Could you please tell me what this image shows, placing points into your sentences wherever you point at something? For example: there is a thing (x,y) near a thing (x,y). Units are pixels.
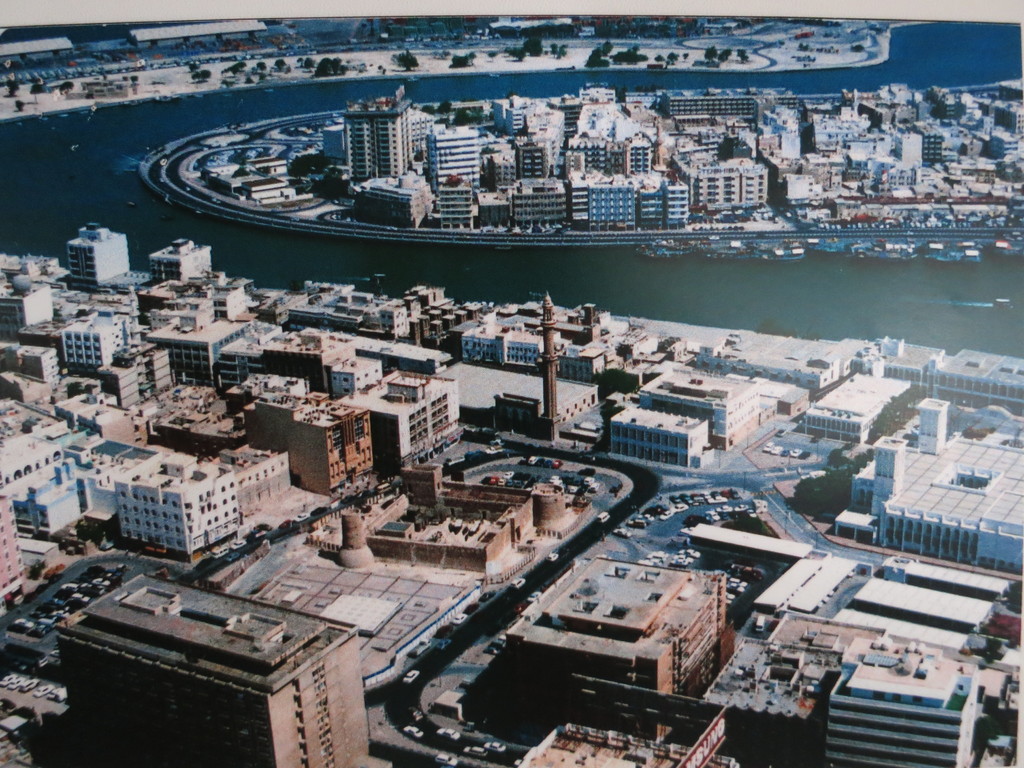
In this image there are buildings (500,503), roads (633,469) cars (78,581) and there is a sea (451,264), in the middle of the sea (203,128) there are buildings (515,171).
